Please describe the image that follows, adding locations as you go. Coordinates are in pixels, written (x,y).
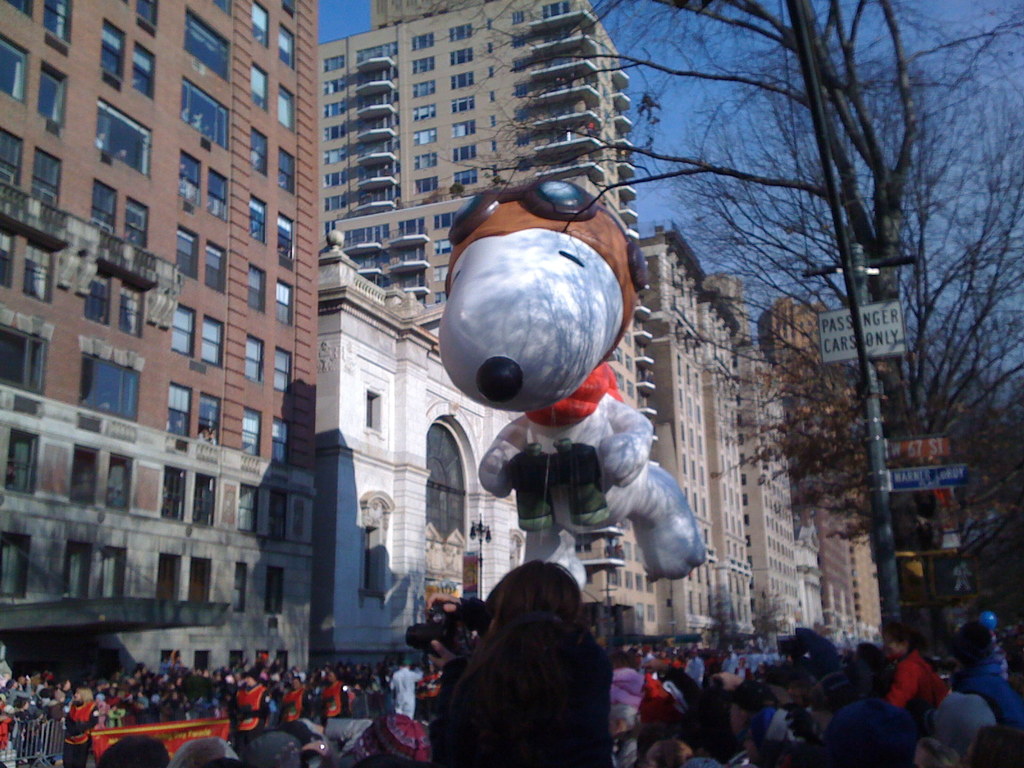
In this picture we can see group of people (845,736), and we can find an inflatable toy (572,327) in the middle of the image (586,373), in the background (911,333) we can find few sign boards (874,323), trees (887,171), buildings (446,161) and poles (858,313).
